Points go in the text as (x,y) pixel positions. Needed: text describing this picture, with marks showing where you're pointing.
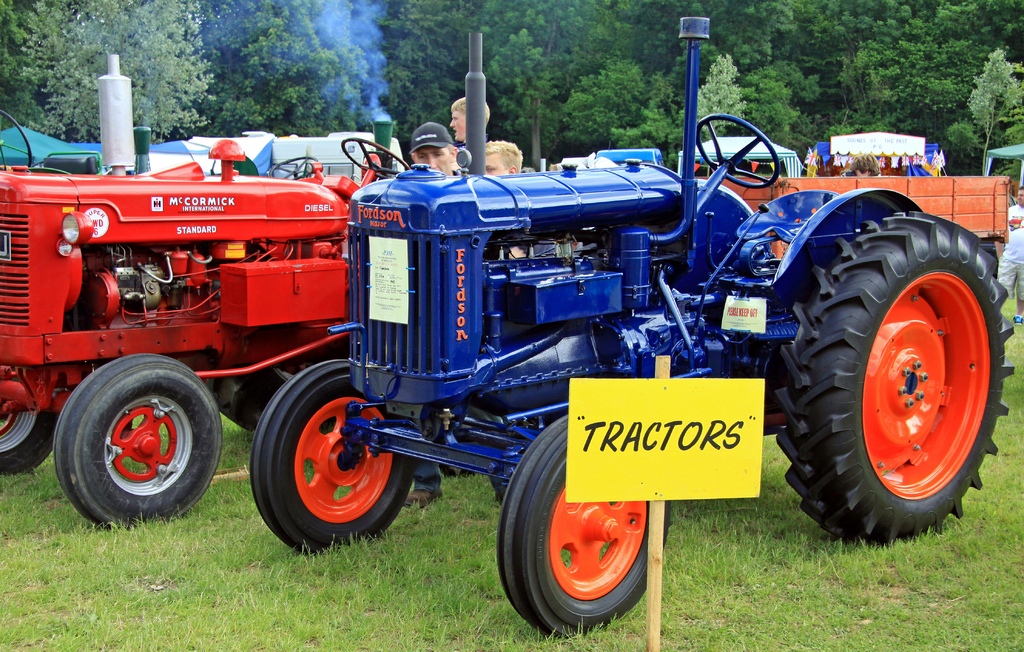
In this image I can see a blue color tractor (809,365) on the right side (806,389). At the bottom (739,469) there is a board (724,462) in yellow color, on the left side (167,213) there is a red color tractor (247,269), few people (493,162) are standing behind them. At the back side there are trees (738,63).
